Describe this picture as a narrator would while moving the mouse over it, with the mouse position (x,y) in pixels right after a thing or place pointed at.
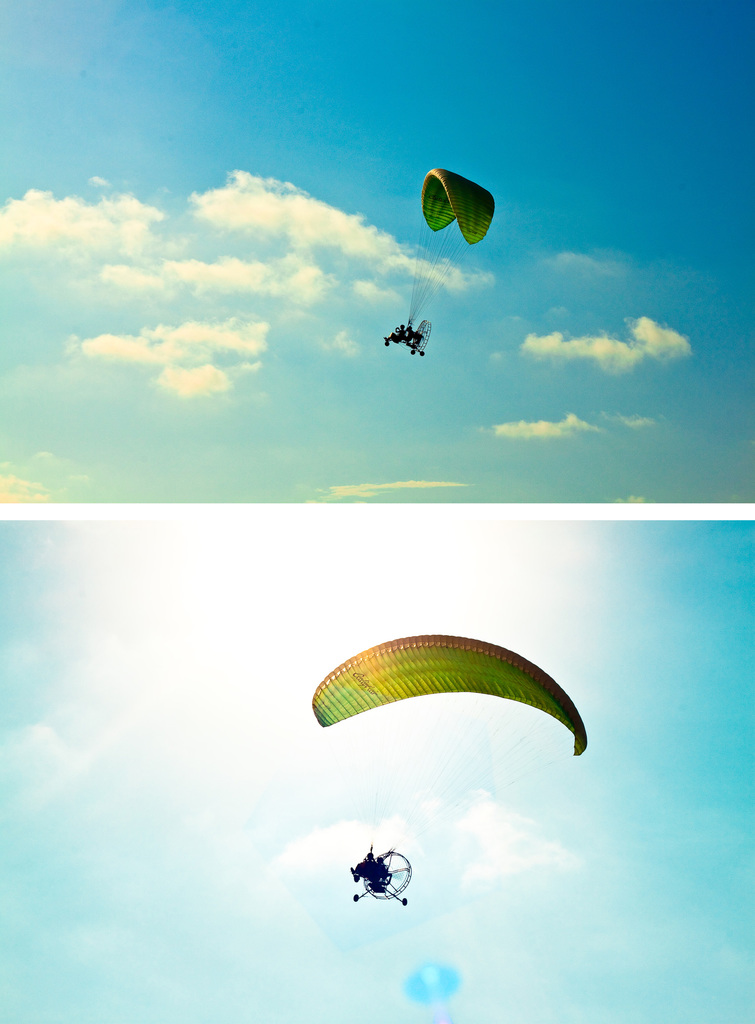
The picture is collage of two pictures. At the bottom (375,883) we can see a person (378,862) para gliding. At the top (391,335) we can see people (401,330) para gliding. In the both the images we can see clouds (300,199) and sky (415,885).
